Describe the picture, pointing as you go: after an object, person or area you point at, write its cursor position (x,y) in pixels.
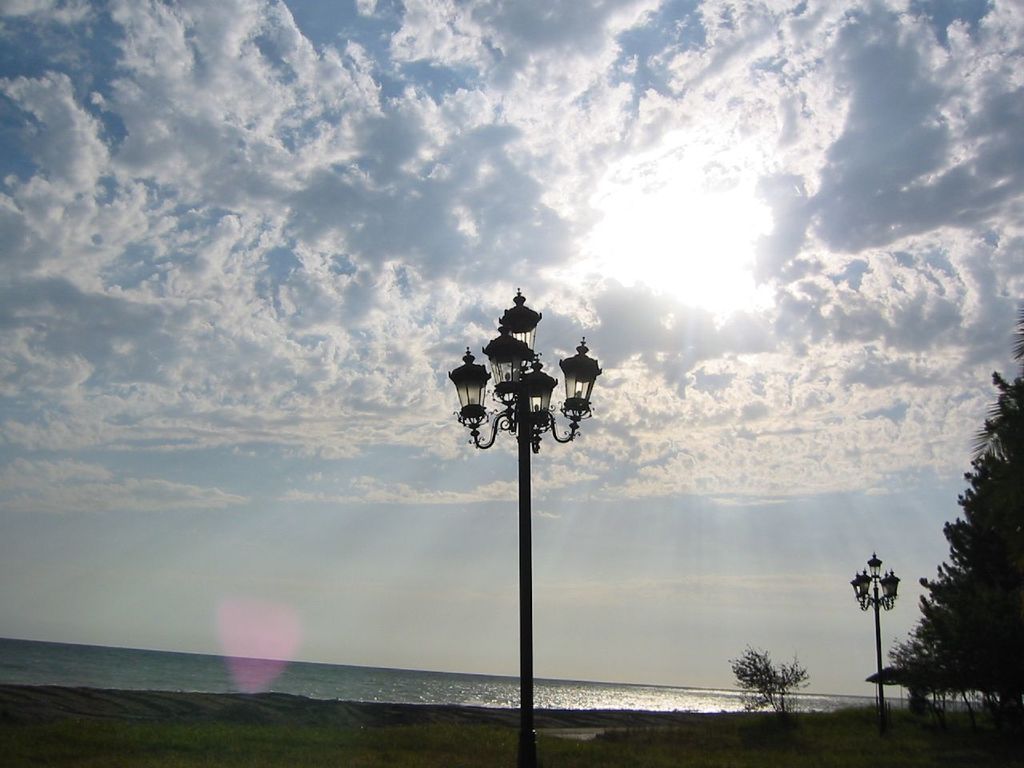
In this image, we can see lights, trees (932,620). At the top (363,198), there are clouds (479,355) in the sky (441,495) and at the bottom (308,679), there is water (261,678) and ground (243,737).
